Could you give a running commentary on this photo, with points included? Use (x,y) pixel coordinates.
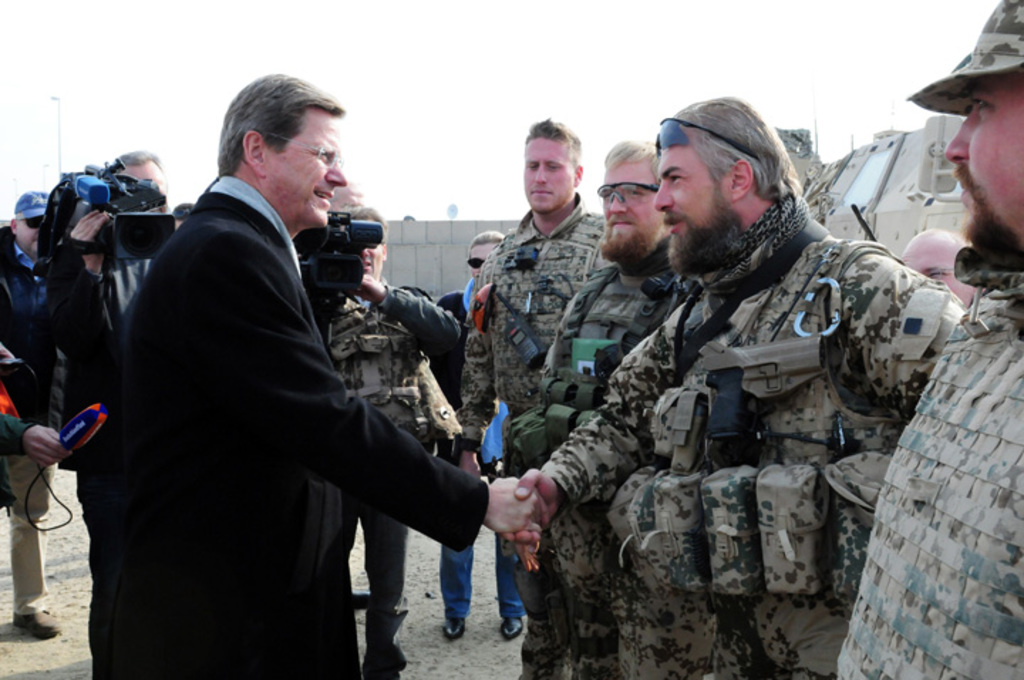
In this image there are a few people (601,457) standing and few are holding cameras (56,252) and mics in their hand (88,235), there are two people (488,485) shake hands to each other. In the background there is a wall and the sky (626,57). On the right side of the image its look like a vehicle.
